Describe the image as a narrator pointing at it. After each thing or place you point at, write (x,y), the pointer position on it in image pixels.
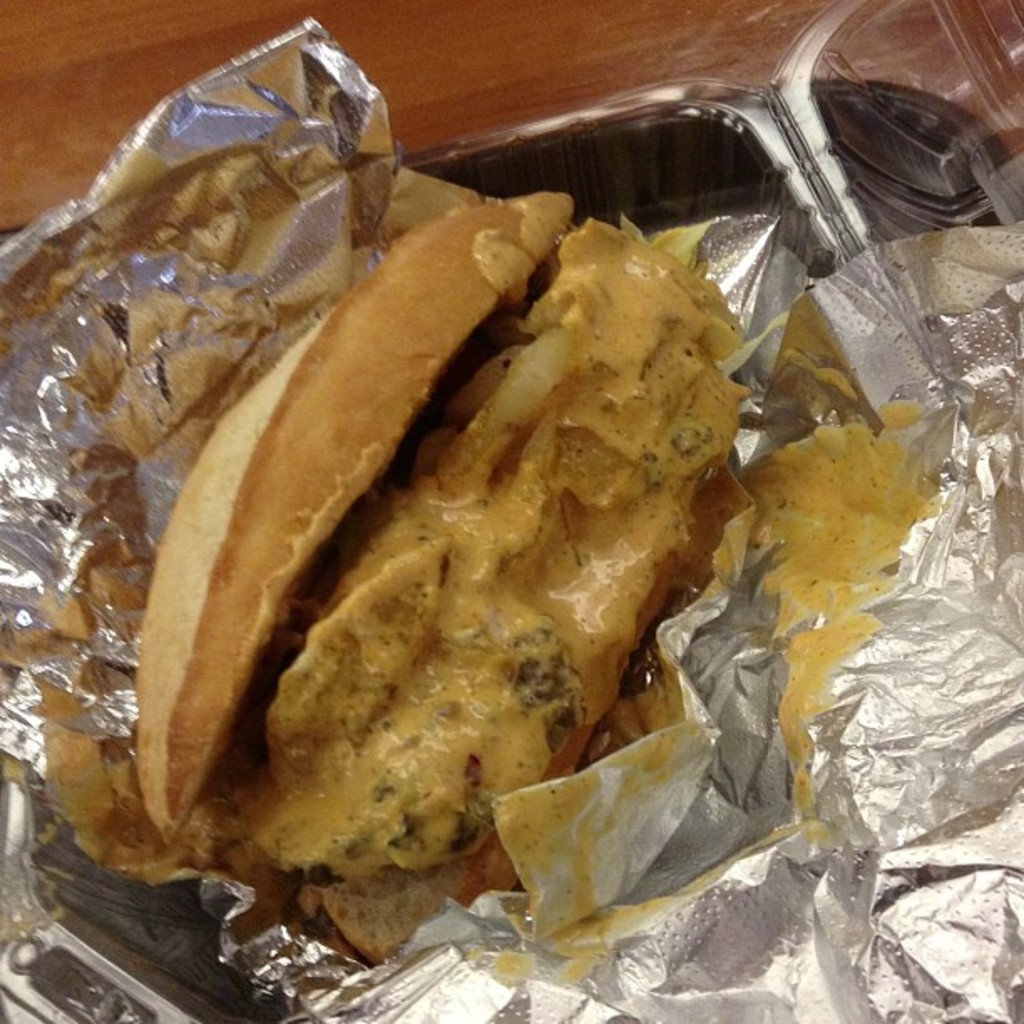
This image consists of some eatables (466,472). There is a box (48,895) and aluminium foil (41,497) in this image.
